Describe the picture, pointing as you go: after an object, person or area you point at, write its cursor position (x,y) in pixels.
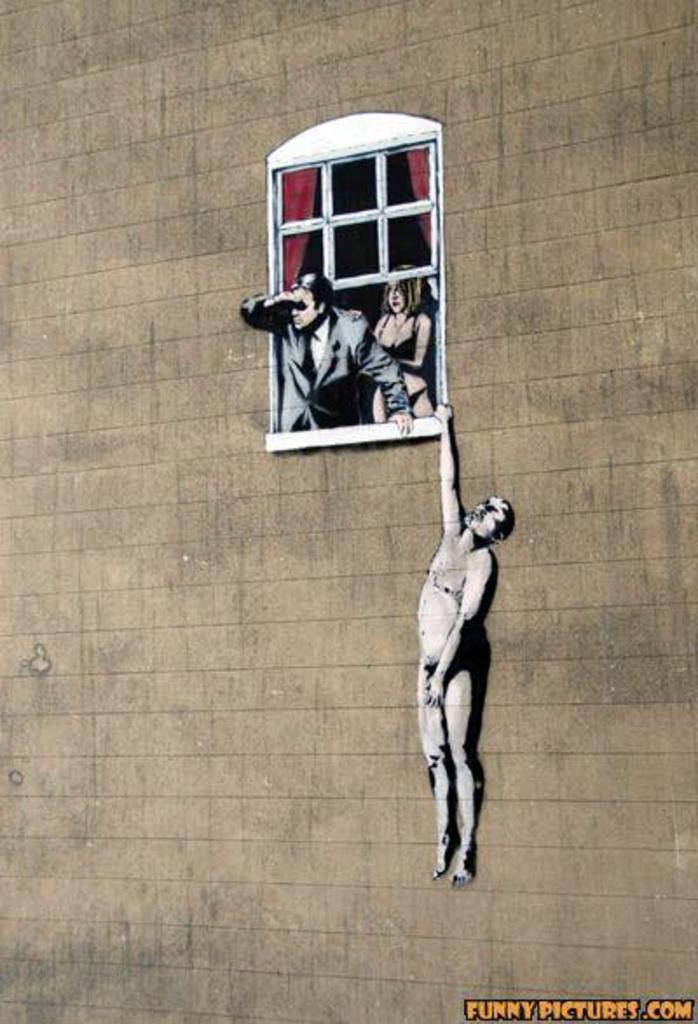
In this image I can see it looks like an animated picture, in the middle (299,416) there is the window (374,312), a man (332,323) is looking through the window (333,323), beside him there is a woman (406,317). On the right side (471,584) a man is hanging from the window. In the right hand side (526,1014) bottom there is the text (581,1004).
